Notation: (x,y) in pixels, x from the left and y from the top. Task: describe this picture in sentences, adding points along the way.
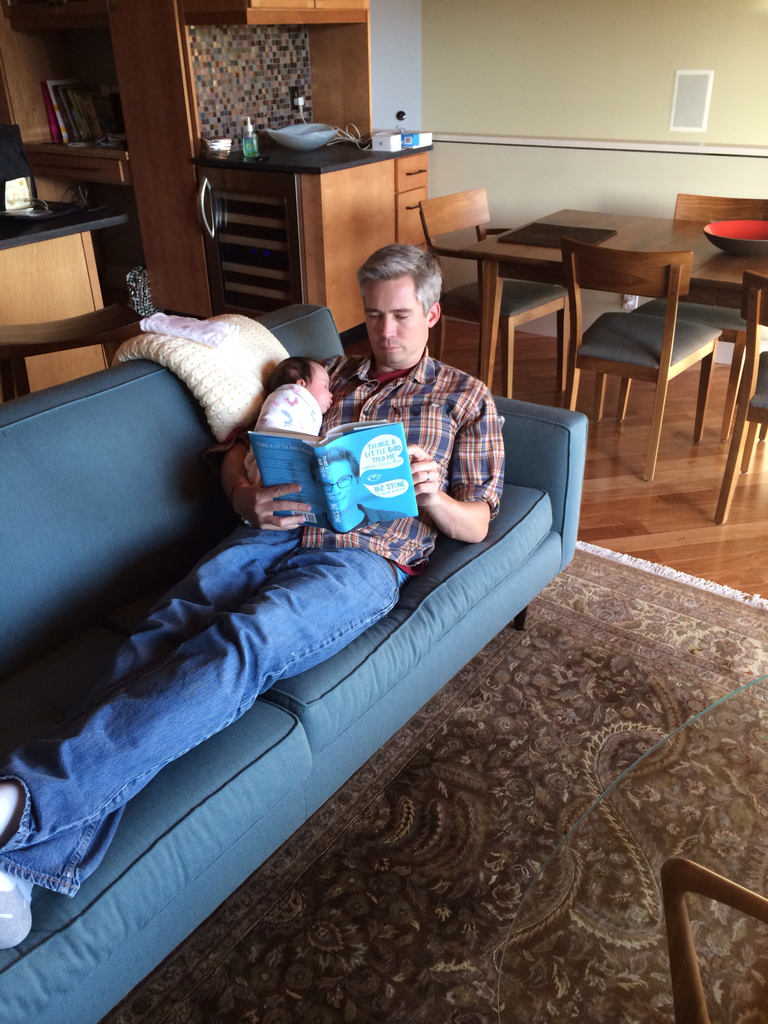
This picture is of inside the room (656,379). On the right (641,228) there is a table (662,228) and chairs (671,265) and we can see the floor carpet (665,687). On the left (248,690) there is a man (412,400) holding a baby (310,396), reading a book (355,486) and lying on the couch (492,576). On the left corner (81,292) we can see a table (318,163) on the top of which some items (303,135) are placed. In the background (664,32) we can see a wall (554,56).
